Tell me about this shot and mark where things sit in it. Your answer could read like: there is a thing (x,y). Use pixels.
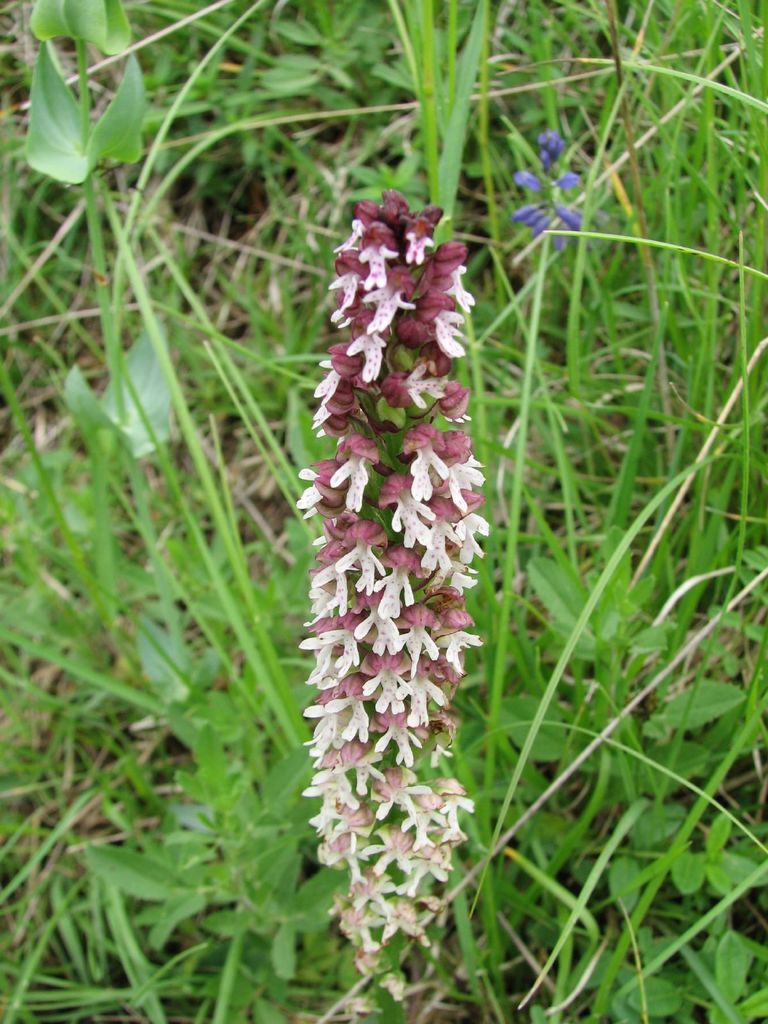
In this image I can see red and white colour flower (379,632) and in the background (200,340) I can see green grass (211,553).
